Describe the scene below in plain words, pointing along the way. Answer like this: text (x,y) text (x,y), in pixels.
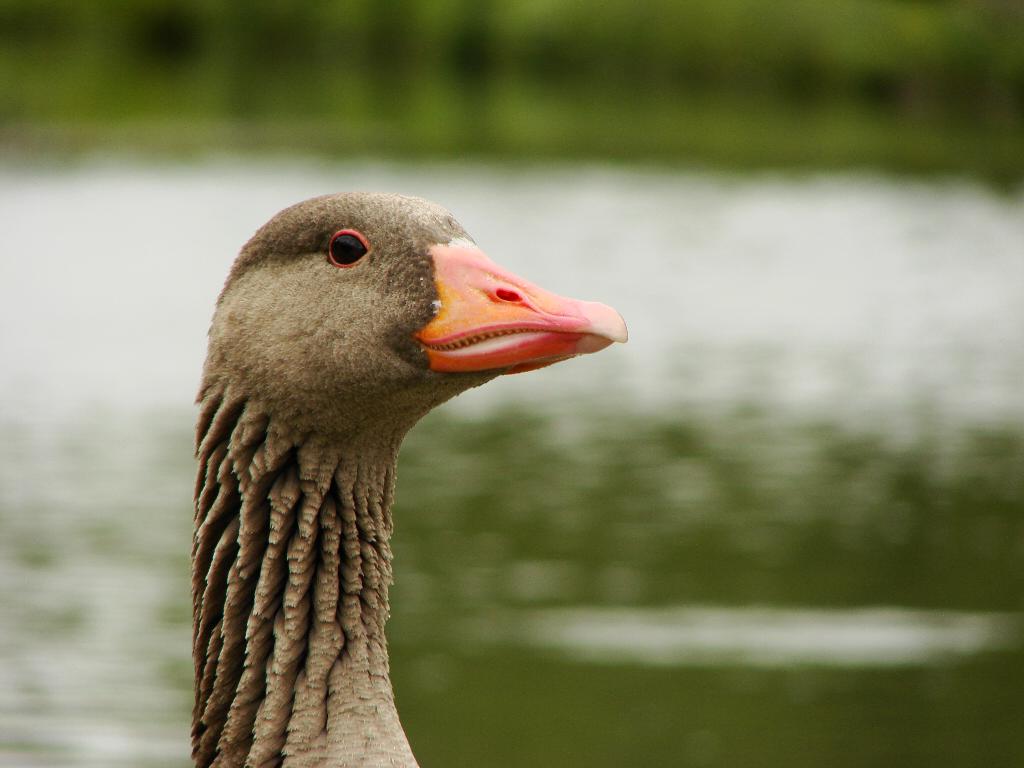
In this image in front (393,256) there is a bird (381,224). In the background of the image (704,215) there is water (851,562).
